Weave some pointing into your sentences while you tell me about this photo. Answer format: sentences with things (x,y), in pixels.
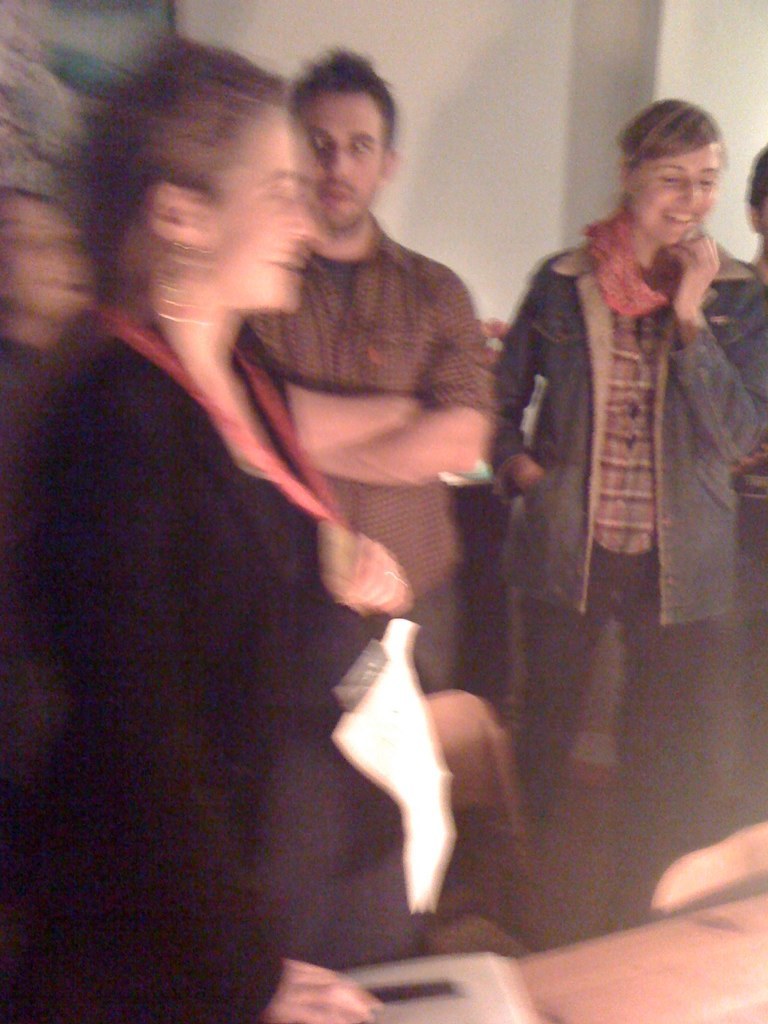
In this picture there is a woman (141,282) who is wearing black dress (85,628). She is standing near to the table (656,941) and chairs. In the back (426,282) there is a man (387,333) who is standing near to the woman (662,482) who is wearing jacket (666,525) and shoe (593,742). In the top left (16,58) I can see the frame (40,50) which is placed on the wall (458,25). In the top right (763,211) I can see the person's face (763,223).
